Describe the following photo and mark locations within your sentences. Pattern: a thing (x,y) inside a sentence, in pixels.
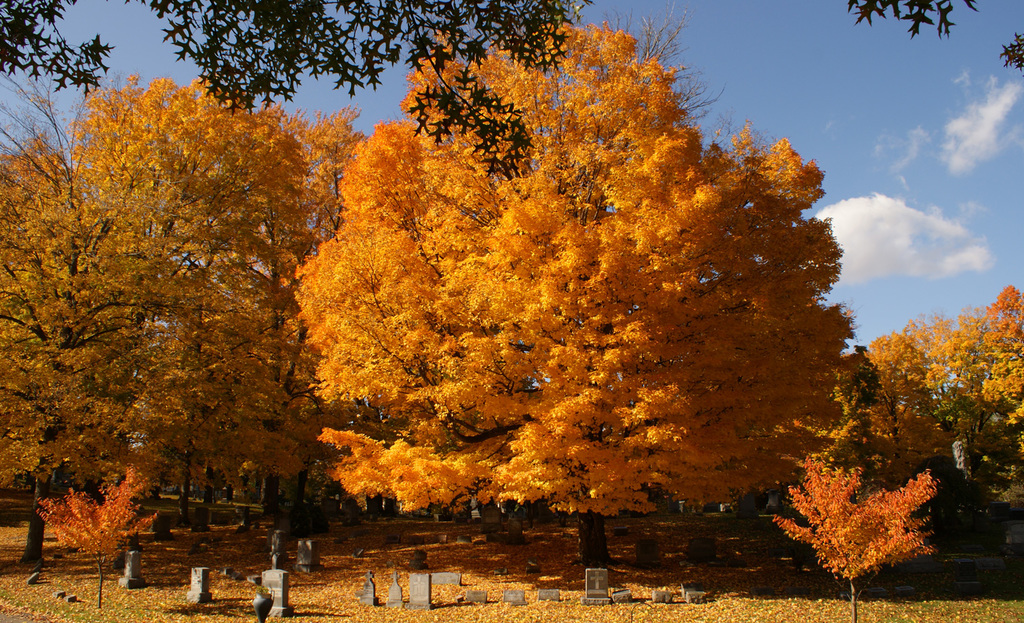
In the picture I can see the autumn trees (676,447). I can see the gravestones (205,580) at the bottom of the picture (707,549). There are clouds (897,235) in the sky (898,168).
